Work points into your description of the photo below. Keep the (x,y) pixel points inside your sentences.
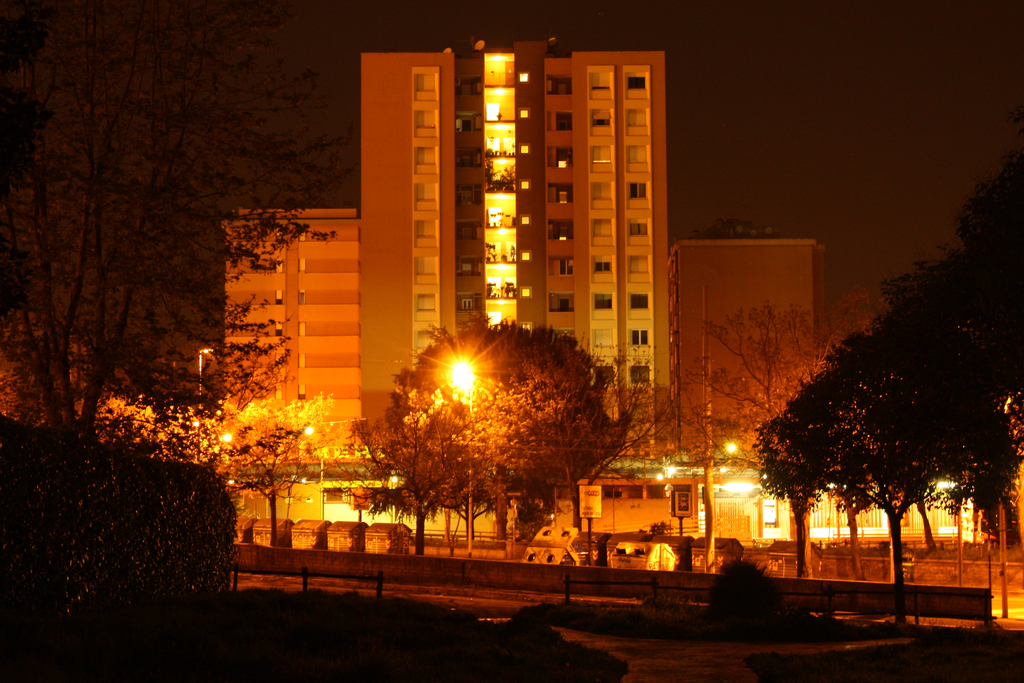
In this image, we can see trees (609,446), poles (682,531), name boards (590,511), sign boards (683,515), bins (340,536), lights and we can see a fence (871,591) and a building (397,265). At the bottom (666,654), there is road (665,644) and at the top (773,145), there is sky (729,137).
